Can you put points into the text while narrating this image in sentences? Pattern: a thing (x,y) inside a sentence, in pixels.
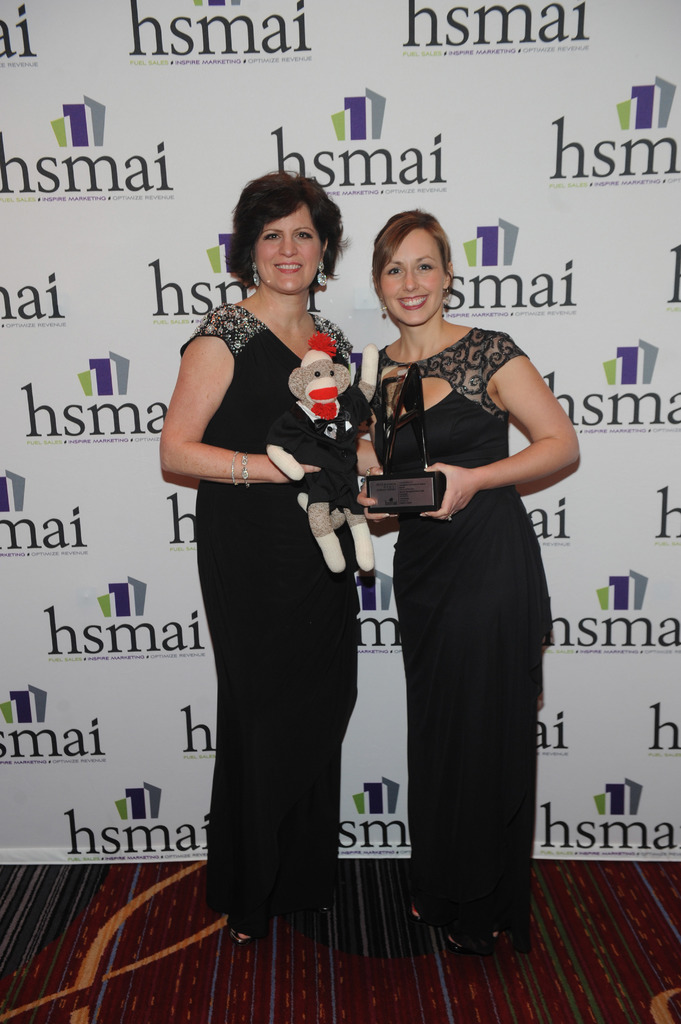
In the foreground of this image (486,580), there are two women (486,623) standing with a toy (319,450) and an award (413,497) on the floor (346,974). In the background (96,613), there is a banner wall (82,544).
